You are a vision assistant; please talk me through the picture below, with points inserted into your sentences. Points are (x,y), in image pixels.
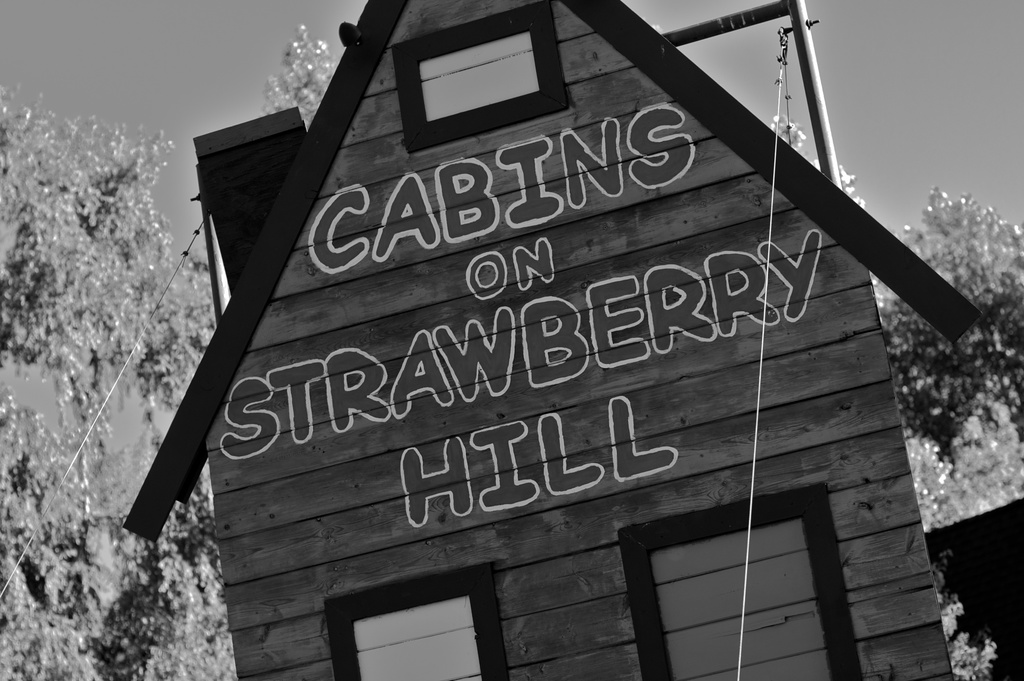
This is a black and white picture. In the center of the picture (346,261) there is a building (393,241). In the background (114,222) there are trees (91,215). In the foreground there are cables (18,561).
